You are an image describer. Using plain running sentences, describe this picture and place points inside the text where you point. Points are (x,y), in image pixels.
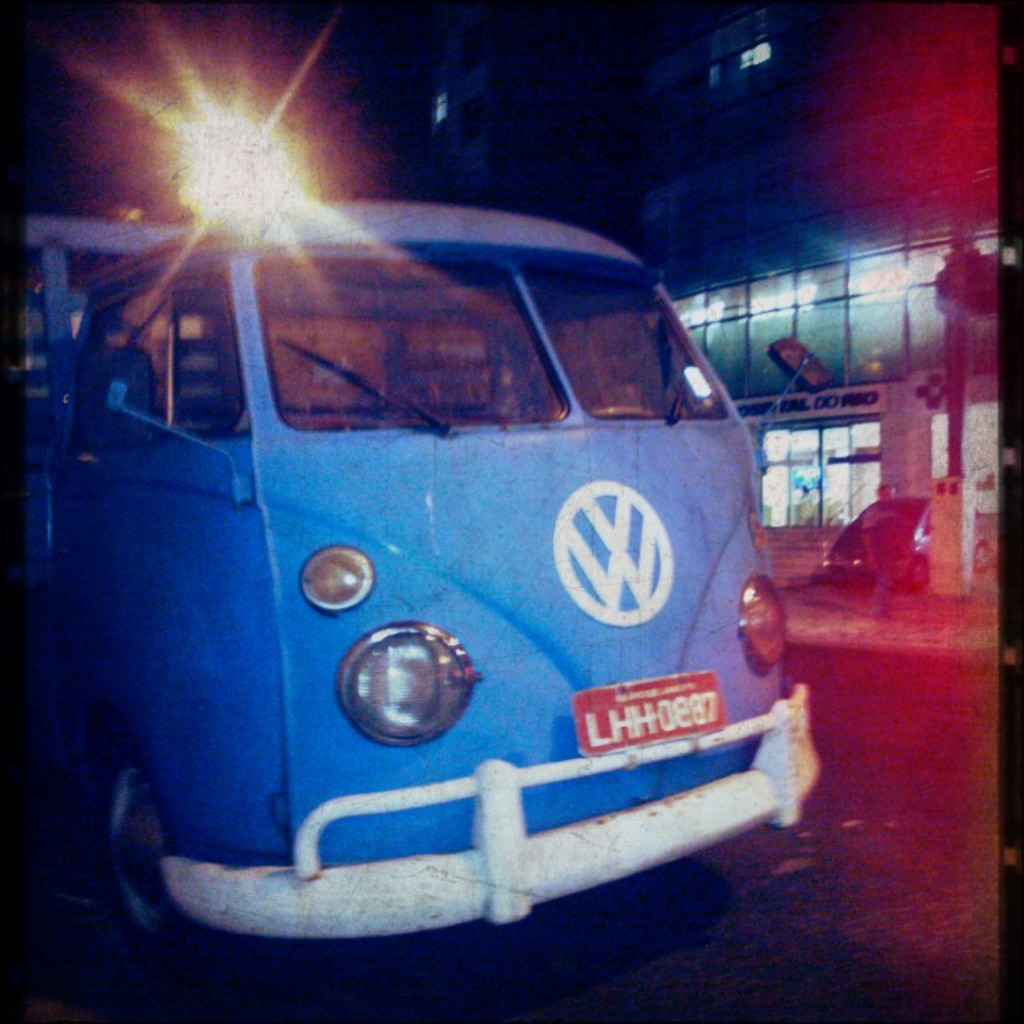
In the foreground of this picture (391,635), there is a vehicle (598,757) moving on the road (846,893). In the background (783,565), there is a person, vehicle (905,530), pole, building (778,278) and a light (220,192).
